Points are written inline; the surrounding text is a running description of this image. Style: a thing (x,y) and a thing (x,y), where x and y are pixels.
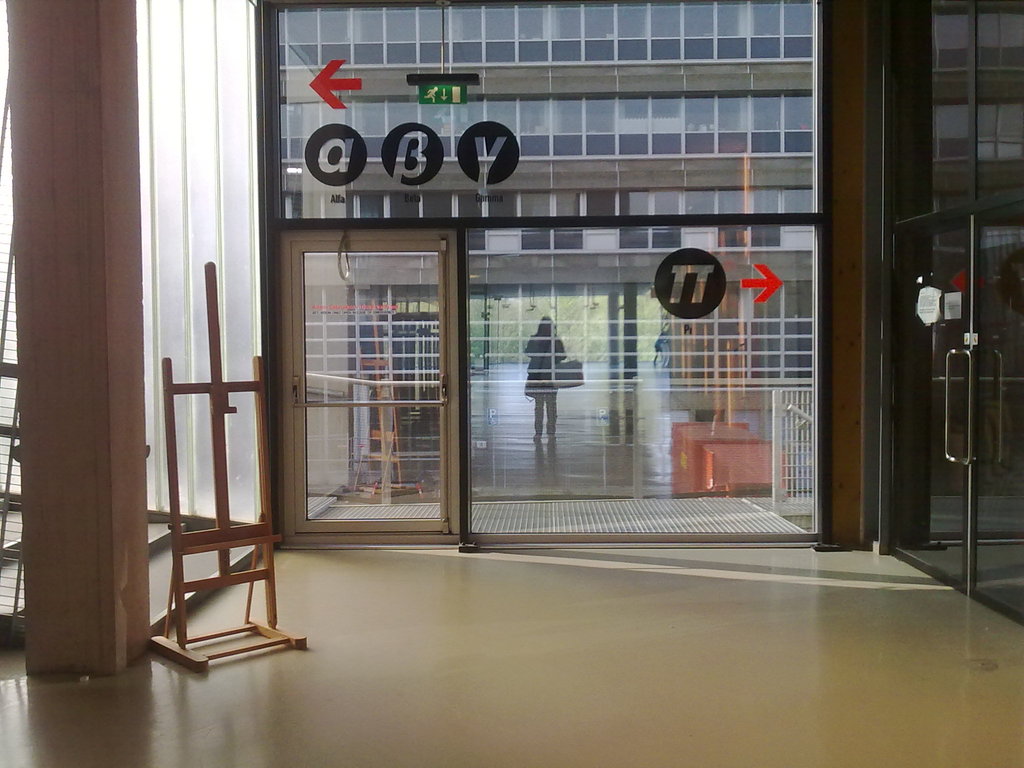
In this image there is a floor (853,633), in the background (404,494) there is a glass wall (479,534), on that wall (351,117) there is some text (340,158) and there is a wooden stand (177,513) and a pillar (126,633).
